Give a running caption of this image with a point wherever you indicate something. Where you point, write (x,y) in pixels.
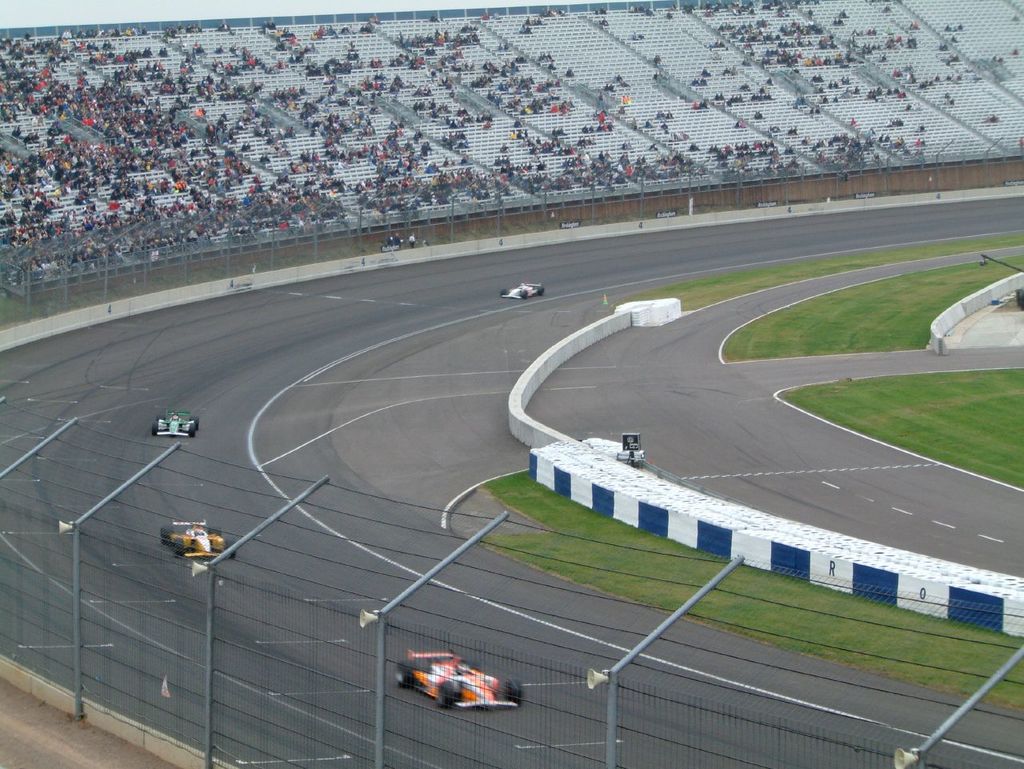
In this picture I can see there is a road (499,574) and there are few cars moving on the road (357,470). There is grass (865,319), a fence (733,752) and there are some empty chairs (846,98) and few audience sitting here.
